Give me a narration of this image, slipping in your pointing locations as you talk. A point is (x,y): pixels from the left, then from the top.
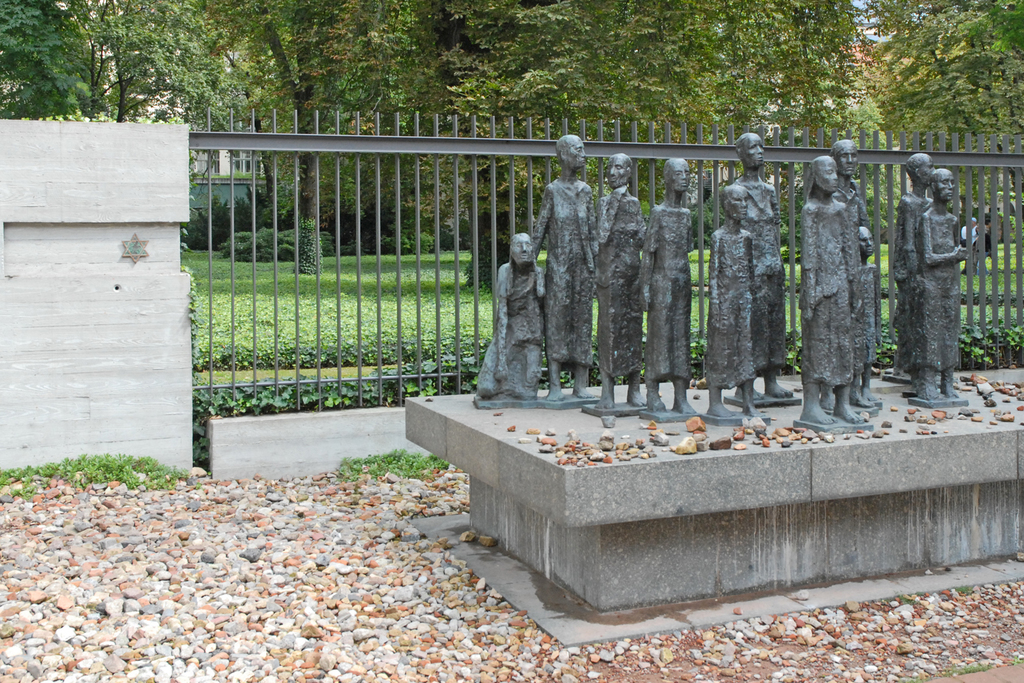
In this picture we can see statues (622,333) on the platform (617,426) and on the left side of the statues (608,278) there are stones (269,646). Behind the statues (685,274) there is the fence (419,252), plants (365,255), trees (548,49) and the sky (861,4) and walls (45,136).
